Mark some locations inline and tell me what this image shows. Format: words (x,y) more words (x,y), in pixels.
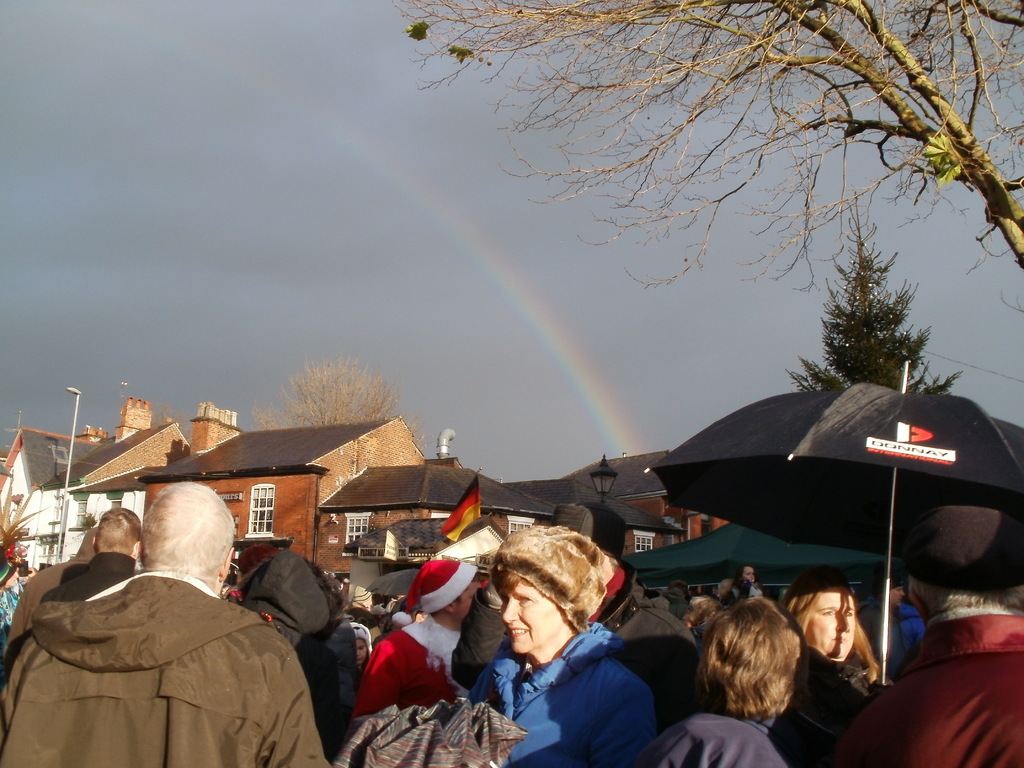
At the bottom of the image (427,625) there are people (196,594). In the background of the image (260,463) there are houses (524,499) There is sky (453,300) and rainbow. To the right side of the image (1005,221) there are trees (845,161).
